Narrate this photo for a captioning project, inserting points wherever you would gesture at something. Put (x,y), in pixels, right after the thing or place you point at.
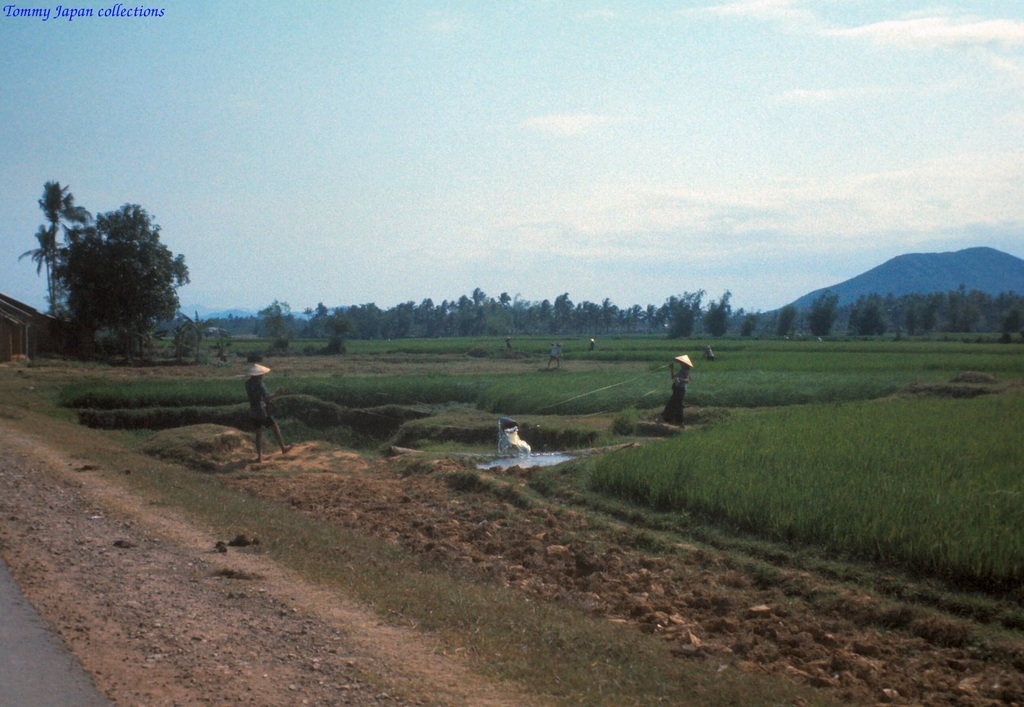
In the center of the image (471,398) we can see some plants (768,463) and some persons (676,397), trees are there. At the top of the image (836,155) clouds (807,179) are present in the sky (814,249). On the right side of the image (939,281) hills (899,284) are there. On the left side of the image (284,685) we can see a hut (36,341), road (53,658), ground (219,649) are present.
